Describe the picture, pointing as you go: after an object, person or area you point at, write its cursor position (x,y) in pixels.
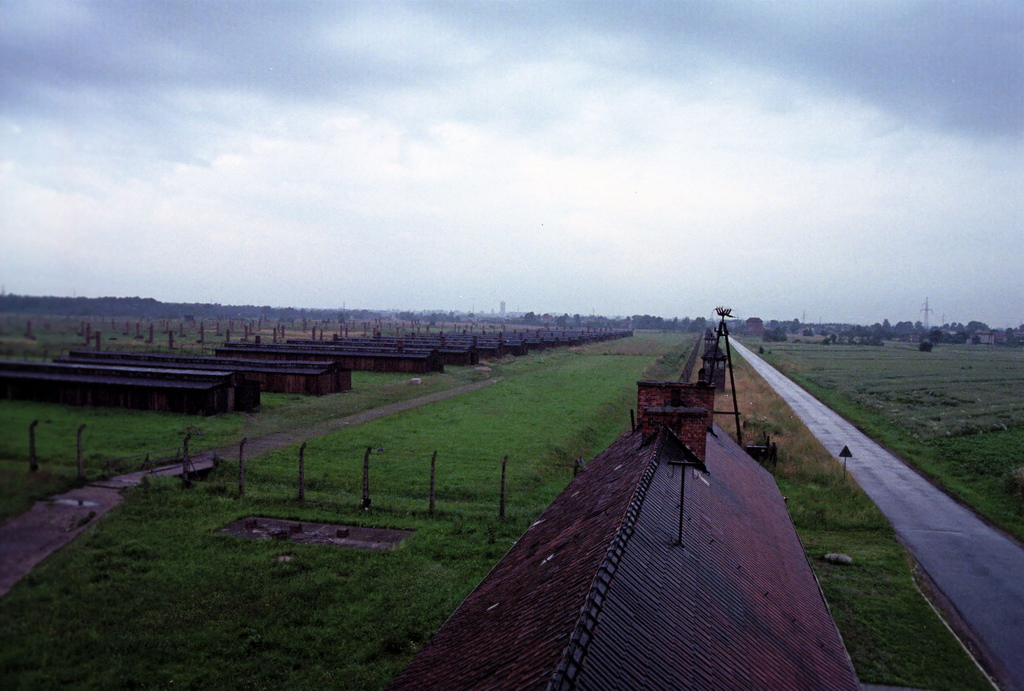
In this image I can see few houses (613,560), fencing (474,491). In the background (467,314) I can see few trees (942,336) in green color, towers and the sky (596,141) is in white and gray color.
